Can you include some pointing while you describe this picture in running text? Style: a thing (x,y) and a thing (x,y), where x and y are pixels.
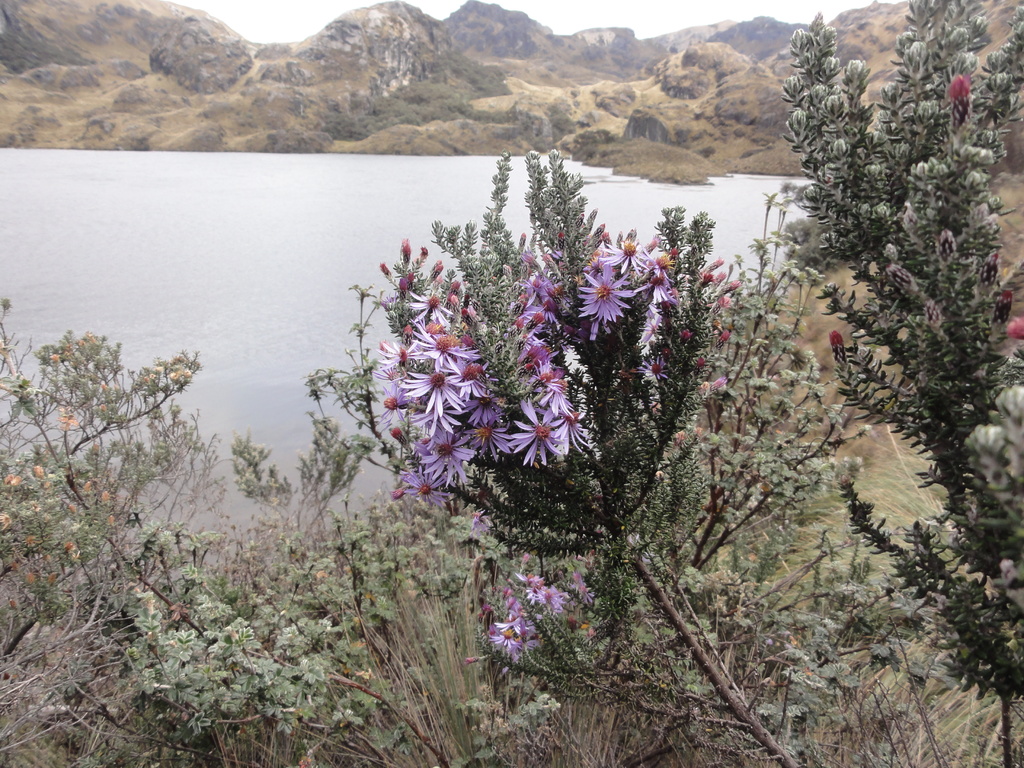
In this image I can see flowering plants (660,569), grass (896,485), water (228,326), mountains (579,43) and the sky (582,20). This image is taken may be during a day.
